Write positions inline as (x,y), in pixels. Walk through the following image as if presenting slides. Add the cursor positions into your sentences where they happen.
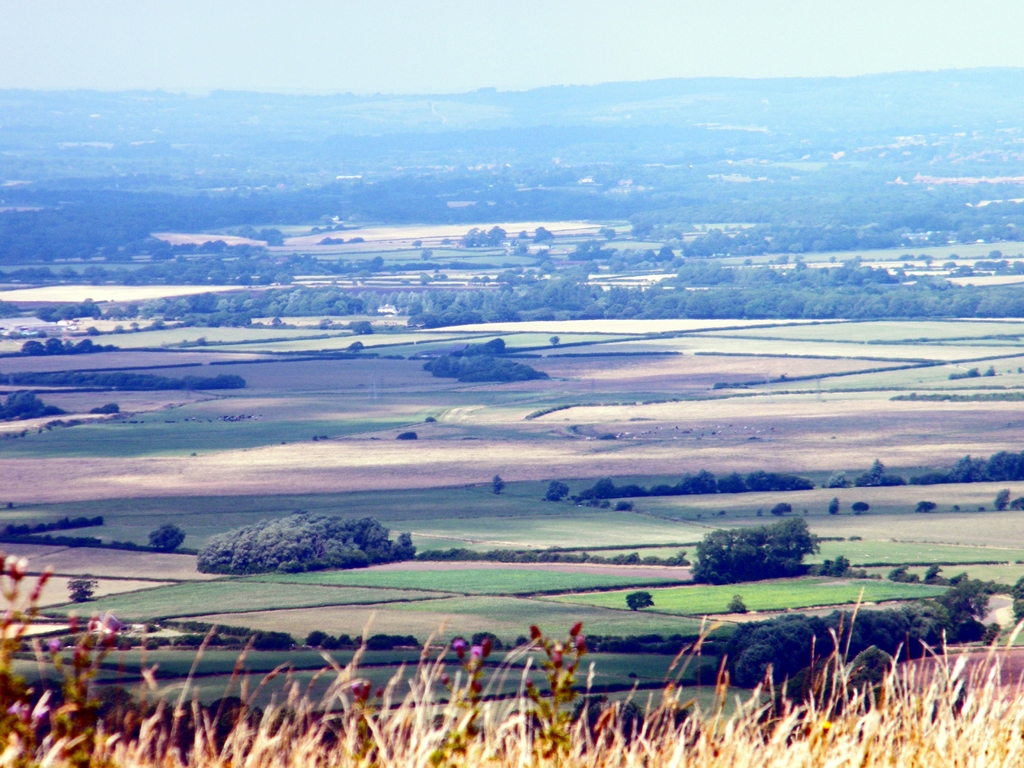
At the bottom of the image (532,741) we can find few plants (563,694), in the background (716,539) we can see trees (437,215).
